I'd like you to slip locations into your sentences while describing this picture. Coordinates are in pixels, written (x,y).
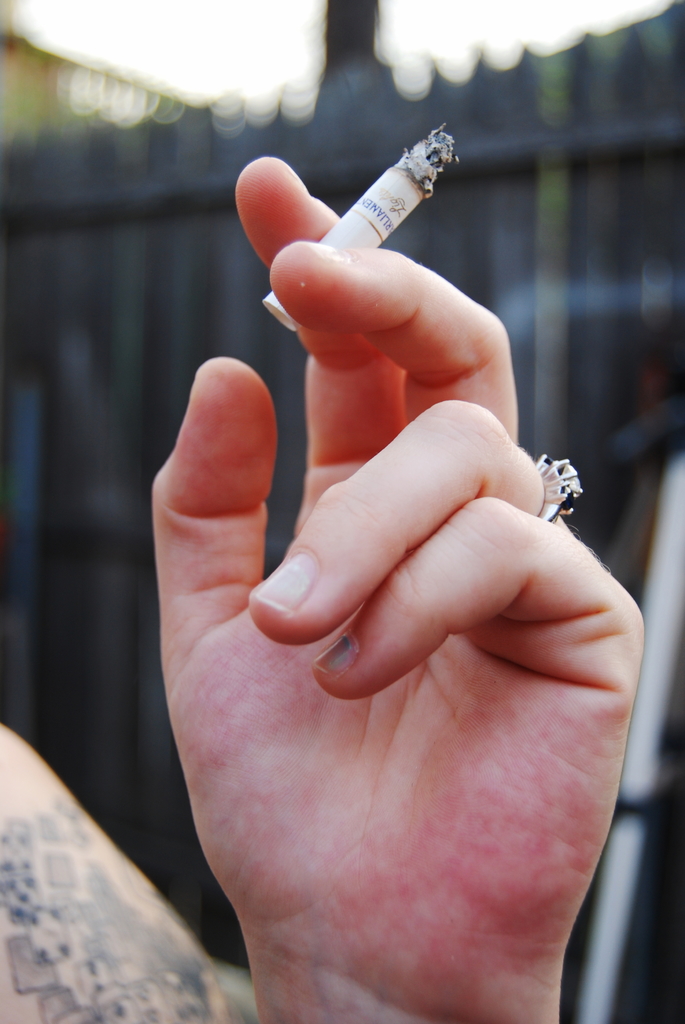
In the picture we can see hand (167,626) of a person (345,632) holding a cigarette (397,192). There is a blur background (41,13).
